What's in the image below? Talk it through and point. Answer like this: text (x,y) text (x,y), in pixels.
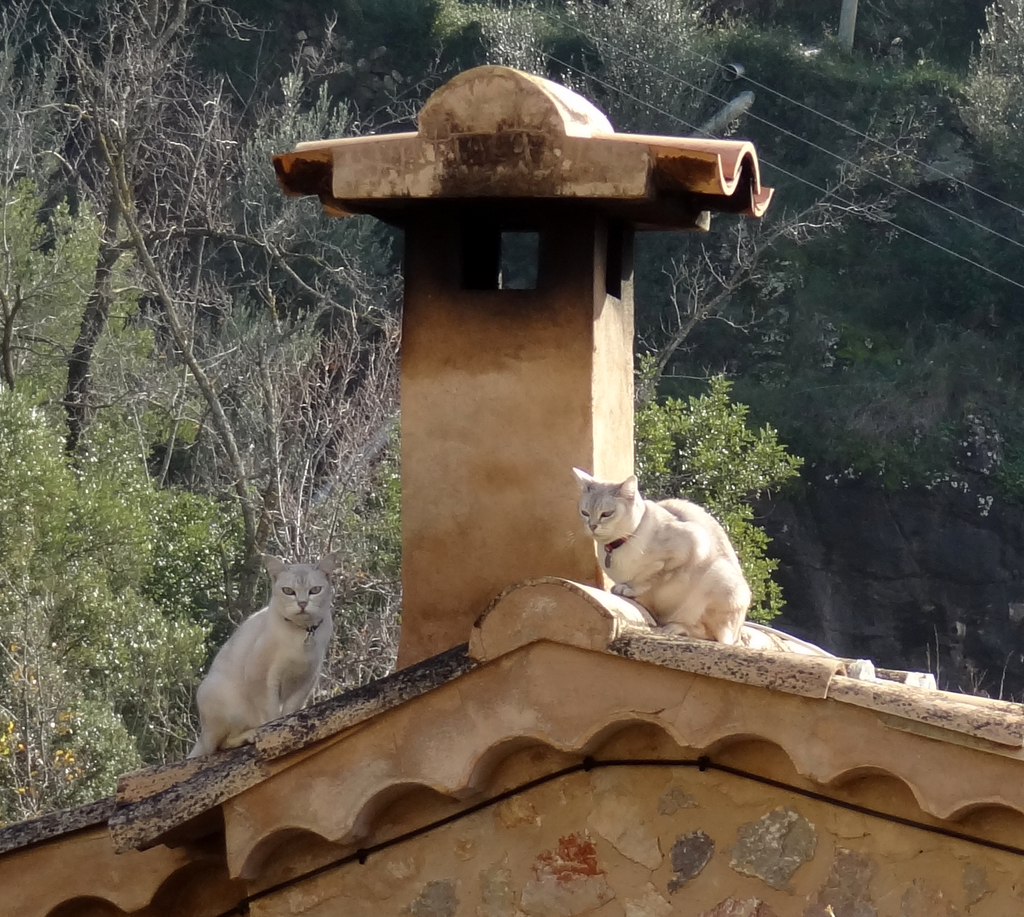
In this image I can see a cream colour building (533,747) in the front (674,725) and on its roof (572,624) I can see two white colour cats (606,488) are sitting. In the background (372,404) I can see number of trees (1020,202) and on the right side of this image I can see few wires (963,260).
